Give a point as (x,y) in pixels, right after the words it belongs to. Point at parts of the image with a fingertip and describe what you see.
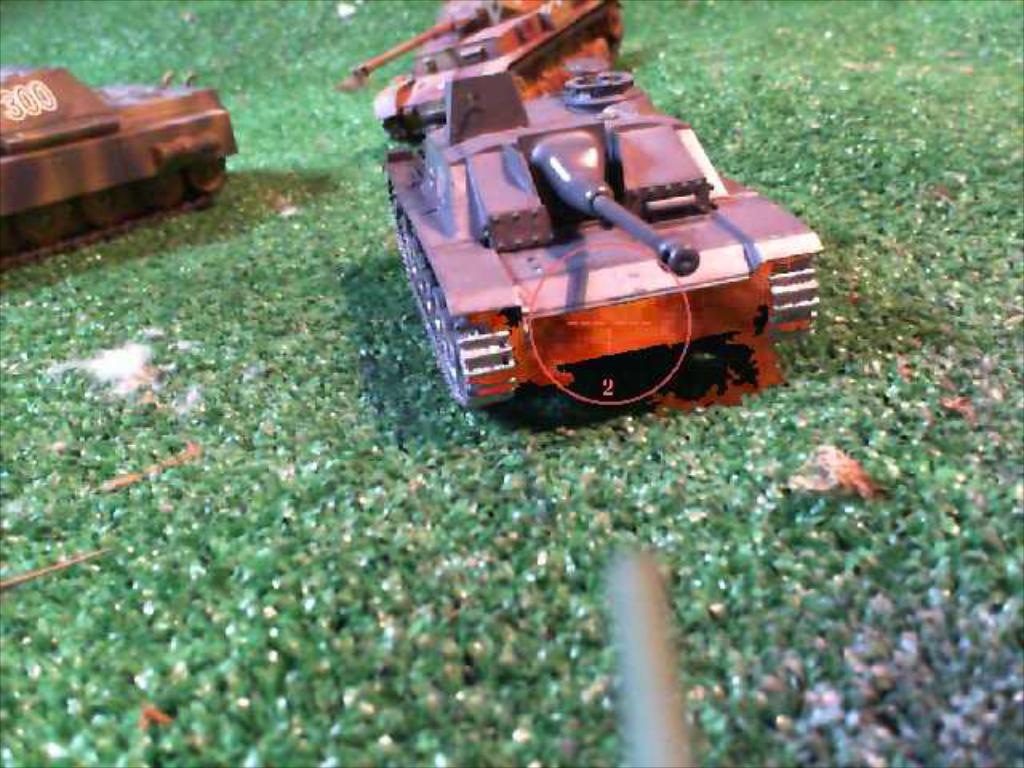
In the center of the image (526,269) we can see toy tanks (542,259). At the bottom (396,624) there is grass (850,587).
